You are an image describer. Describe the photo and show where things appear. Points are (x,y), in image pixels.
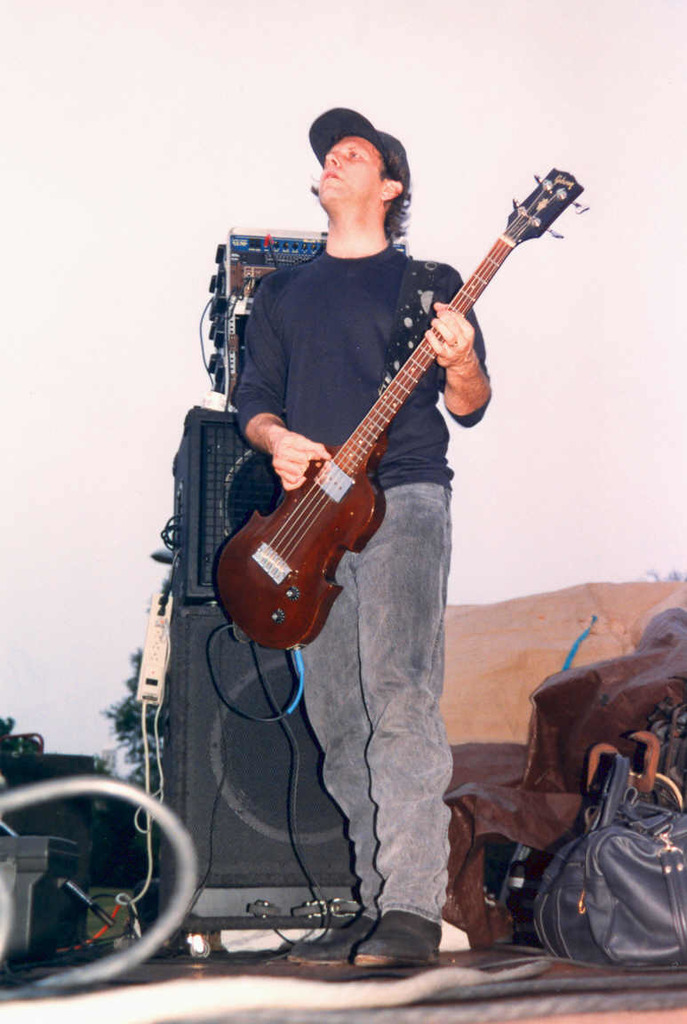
There is a person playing guitar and there is a sound box (302,898) behind that and there is a bag (645,824).
